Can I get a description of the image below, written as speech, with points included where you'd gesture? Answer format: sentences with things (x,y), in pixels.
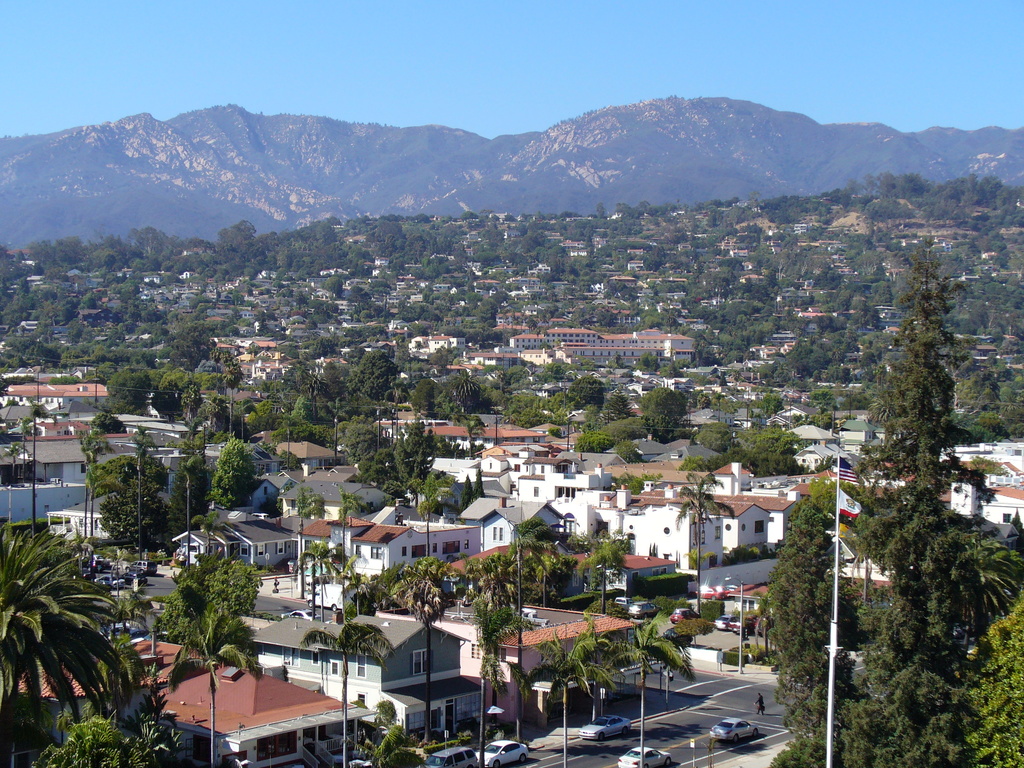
In this image there are vehicles (735,732) on the roads (775,710), a person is walking on the road (664,721), poles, trees (1006,569), buildings (269,522), houses (264,555), windows (469,703), mountains (167,139) and sky (797,63). On the right side (850,504) there is a flag (842,465) to a pole (840,450).
